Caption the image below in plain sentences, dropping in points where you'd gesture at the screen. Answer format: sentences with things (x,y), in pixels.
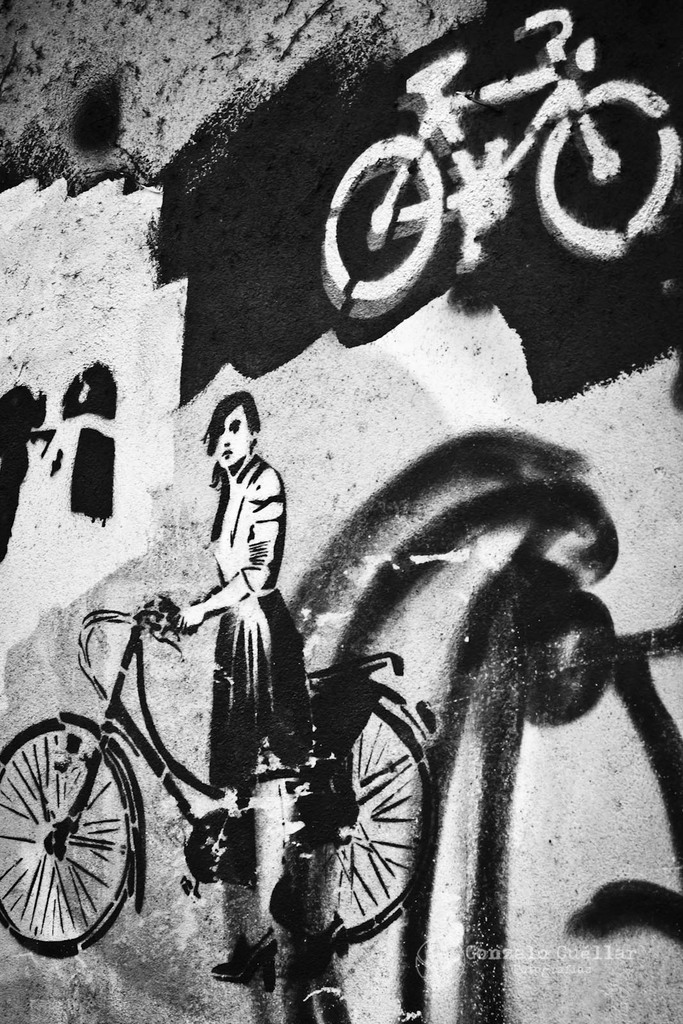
In this picture I can observe a painting (484,450) on the wall (347,402). I can observe painting (369,301) of two bicycles (490,162) and a woman (272,479) on the wall (276,402). This is a black and white picture.
